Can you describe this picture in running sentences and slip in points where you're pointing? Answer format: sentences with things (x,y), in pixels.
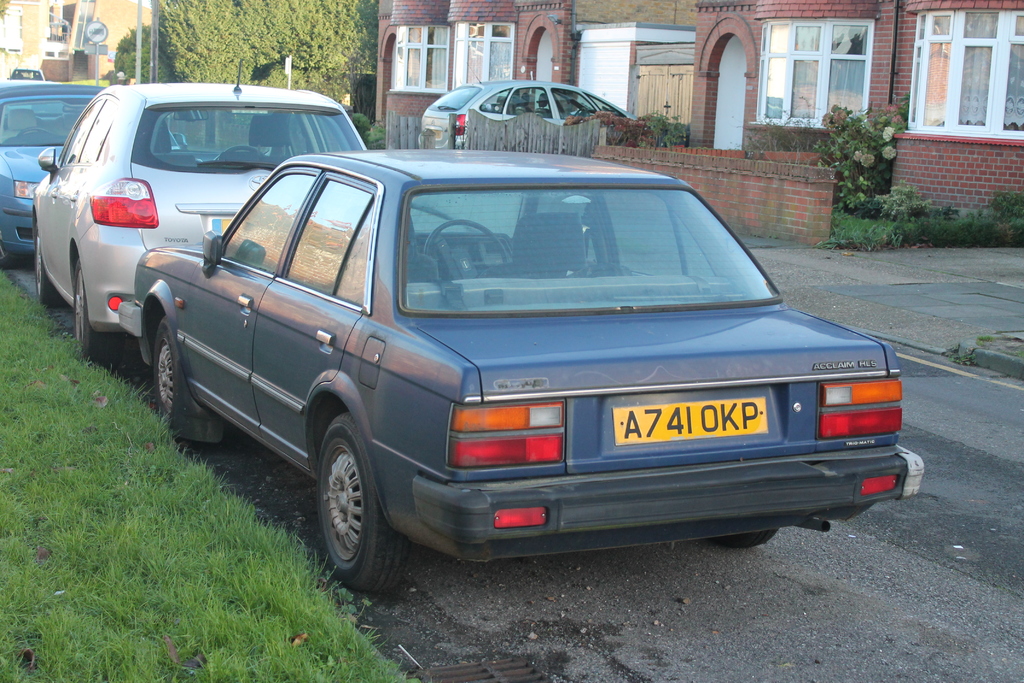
In this image we can see motor vehicles (264,302) on the floor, wooden fences (591,129), buildings (631,75), sign boards (96,28), bushes (862,171) and grass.
